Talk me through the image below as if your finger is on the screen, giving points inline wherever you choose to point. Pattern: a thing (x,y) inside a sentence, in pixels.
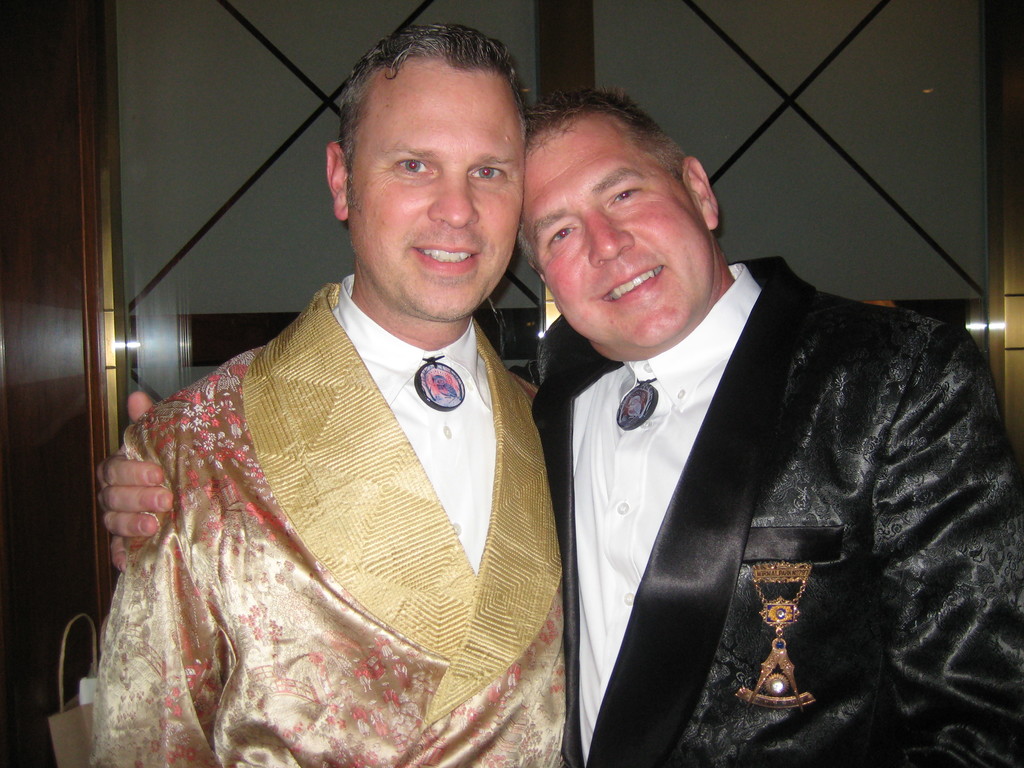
In the picture I can see two men (451,559) are standing together and smiling. These people (517,517) are wearing clothes (641,583) and some other objects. In the background (197,282) I can see a framed glass wall (698,51).
